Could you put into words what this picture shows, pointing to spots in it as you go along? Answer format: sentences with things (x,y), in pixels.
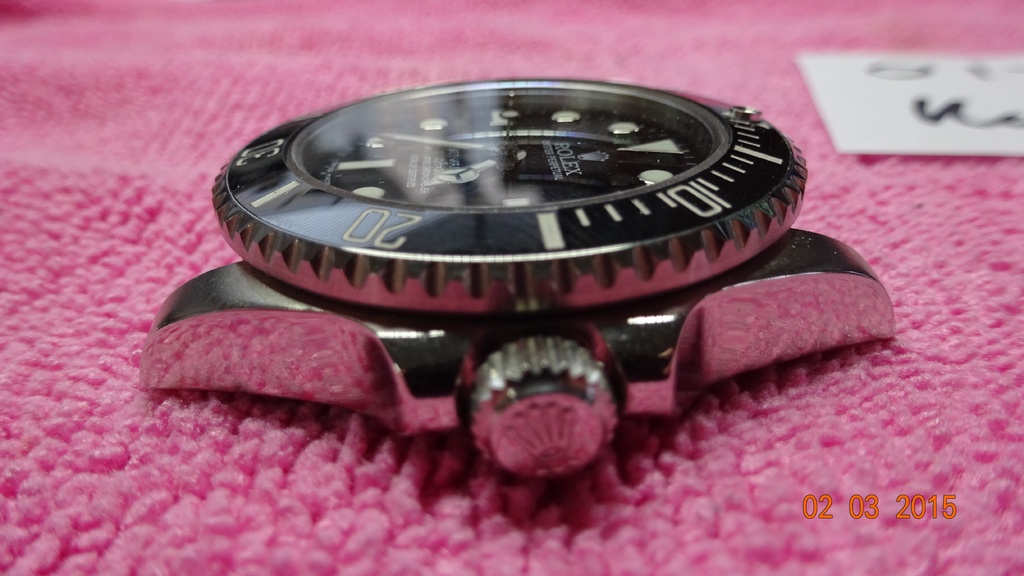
In this picture there is a watch (408,159) and there are numbers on the watch (743,224) and there are hours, seconds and minutes hands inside the watch (291,161). At the bottom (112,420) there is a pink color cloth (669,54) and there is a paper (850,113).
